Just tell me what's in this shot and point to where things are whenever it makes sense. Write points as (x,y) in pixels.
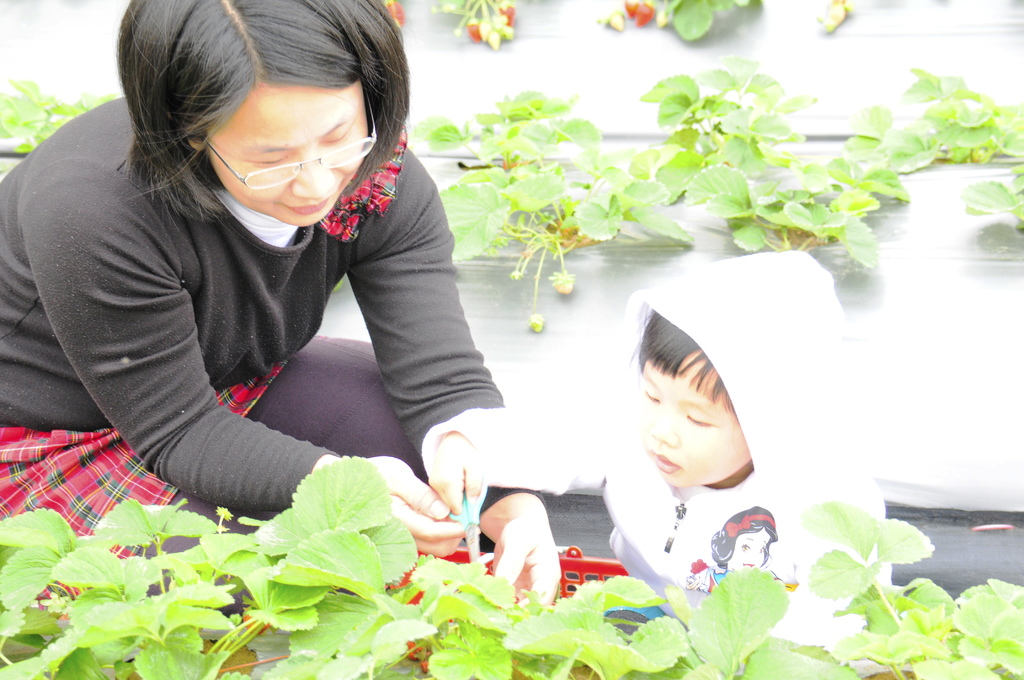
In this image, we can see a woman (369,414) and kid (628,469). They both are holding scissors (470,523). Here there is a basket (583,578). At the bottom (613,626) and background we can see plants (596,592).
